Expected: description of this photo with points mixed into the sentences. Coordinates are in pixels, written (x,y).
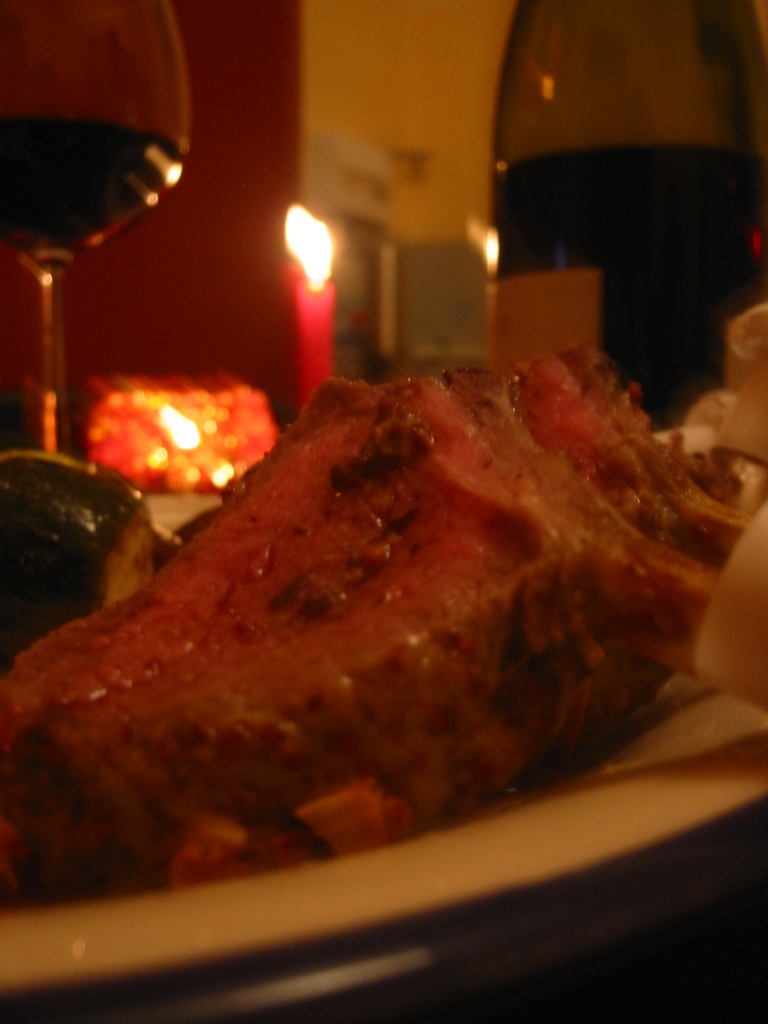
In this image we can see food (658,482) in the plate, beside that we can see wine glass (60,273) and bottle (603,176), we can see the candle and the background (265,360) is blurred.
